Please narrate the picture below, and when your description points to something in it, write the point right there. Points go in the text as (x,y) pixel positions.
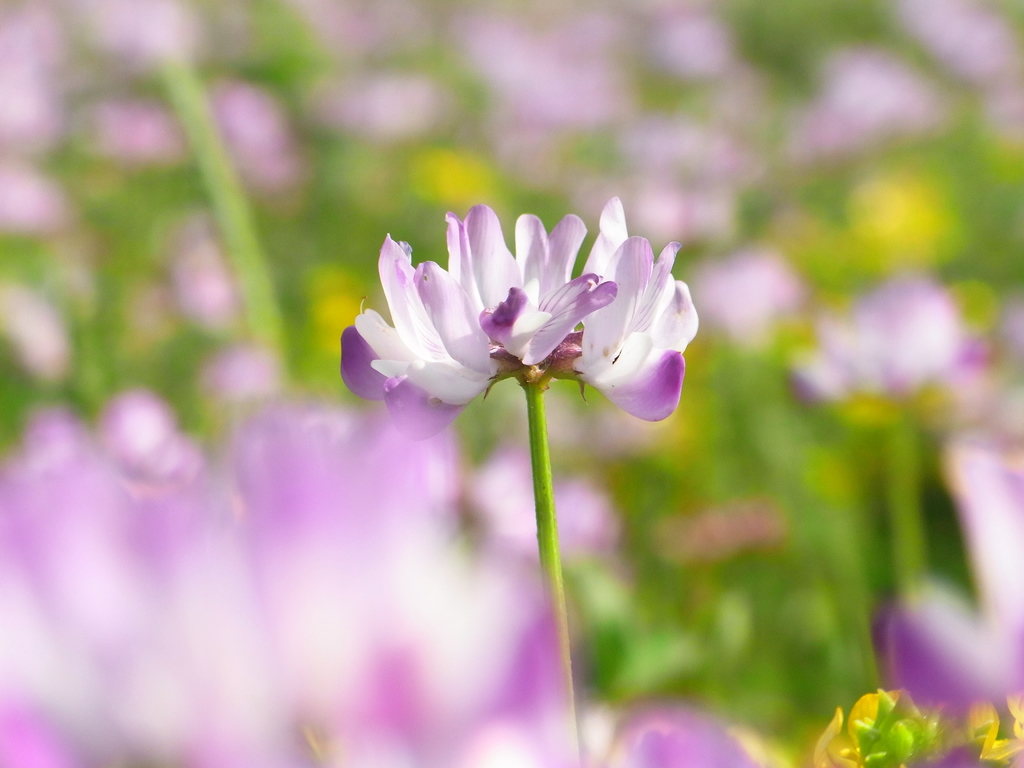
In the foreground of the picture (507,343) we can see a flower (563,370). At the bottom (227,659) there are flowers (427,651) and it is blurred. In the background (430,147) we can see flowers (370,121) and greenery (167,184).
